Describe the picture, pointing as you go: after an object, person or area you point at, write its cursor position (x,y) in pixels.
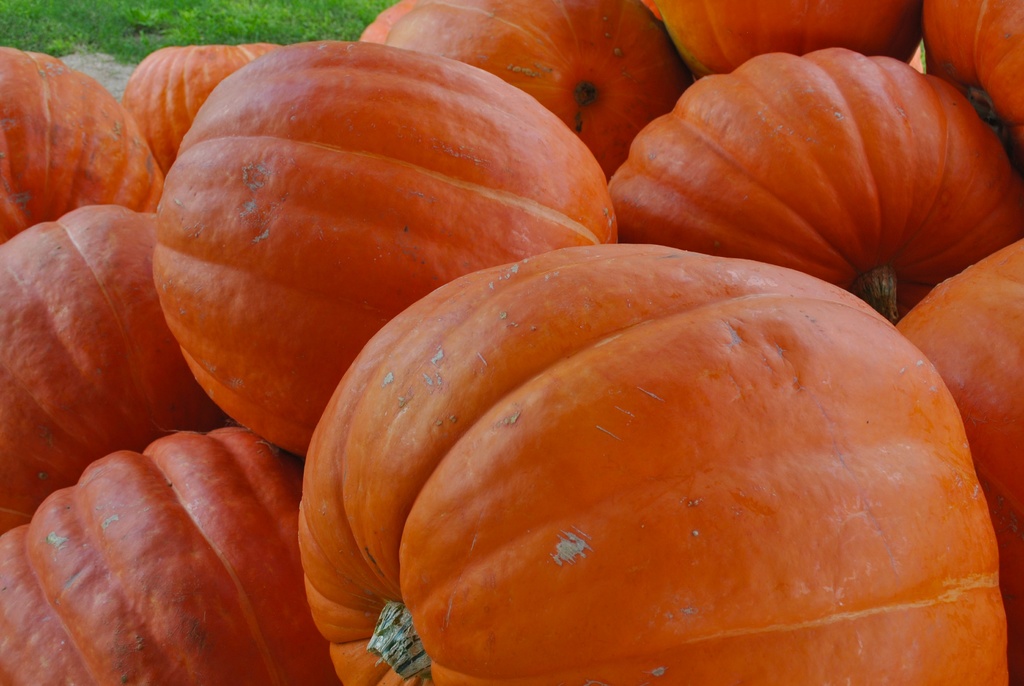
In this image, we can see a group of pumpkins (430,315). Top of the image (54,13), we can see a grass (191,21).
